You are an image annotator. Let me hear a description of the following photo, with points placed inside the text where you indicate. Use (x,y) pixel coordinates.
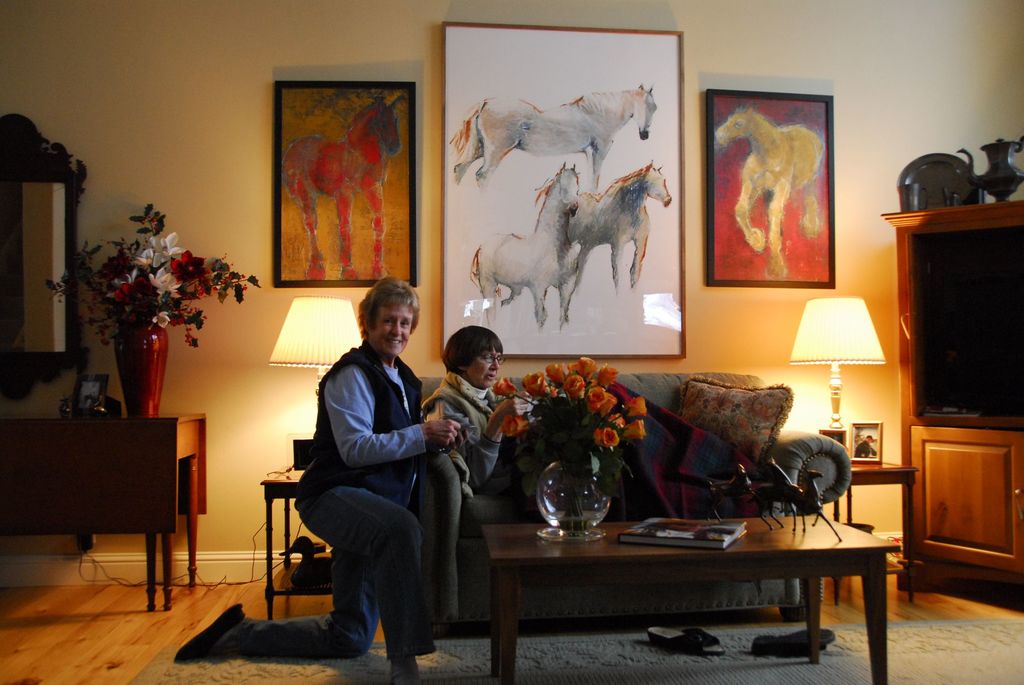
This image is clicked in a room (114,618). There are photo frames (535,117) on the wall (838,216). There is a flower pot (171,273) on the left side (127,317). There is a mirror (23,123) on the left side (57,357). In the middle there is a sofa (472,570) and there is a table (752,533). On the sofa (491,506) there is a woman (501,438) and beside her there is a woman (346,491) kneeling. On the table (585,546) there is a flower vase (587,521) and a book (709,542). There is a TV (925,370) on the right side (951,365). There is a light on the right side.
